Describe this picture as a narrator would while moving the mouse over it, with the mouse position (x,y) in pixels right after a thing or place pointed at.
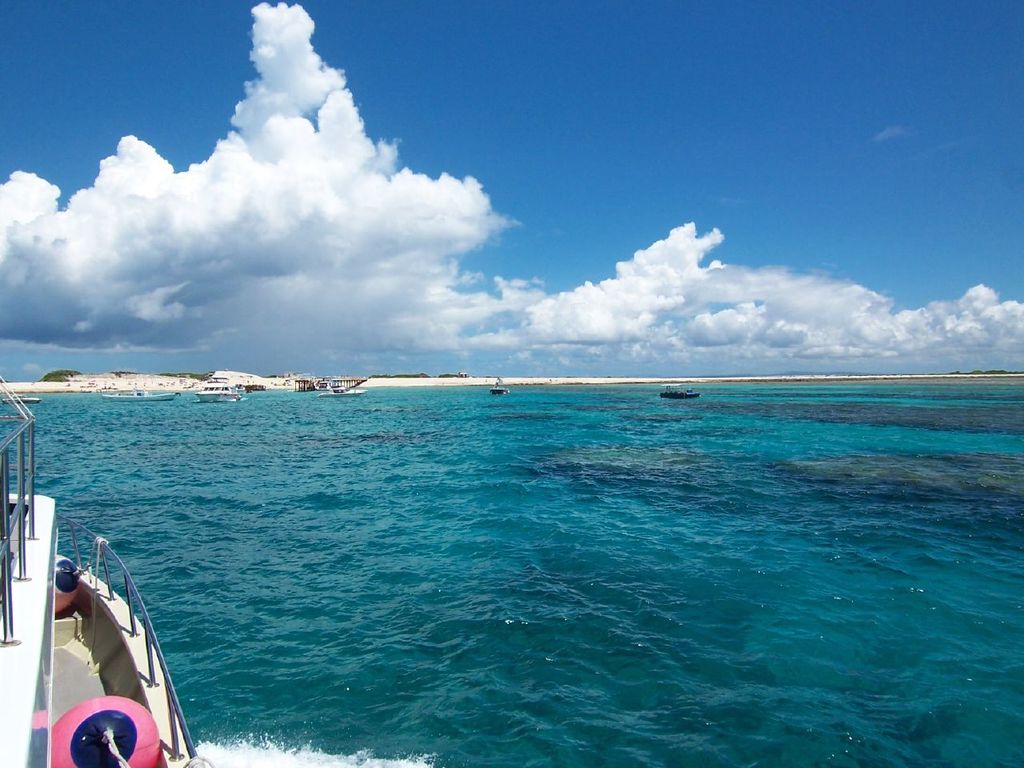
In this image I can see the boats (42,599) on the water (559,618). In one of the boat (55,633) there are some objects (91,749) can be seen. I can see the water (227,426) in blue color. In the background (289,352) I can see the ground (402,382), clouds (298,254) and the blue sky (599,111).
